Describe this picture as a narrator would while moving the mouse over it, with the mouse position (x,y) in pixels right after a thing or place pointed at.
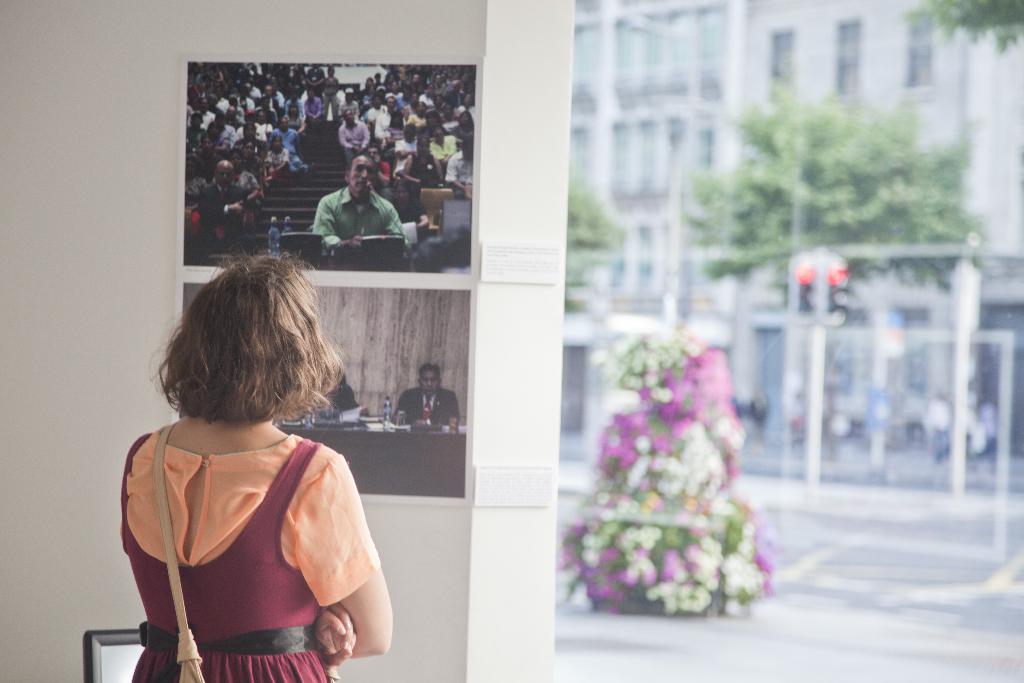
In this image, we can see a lady (217,461) wearing bag (180,622) and in the background (412,187), there are posters (412,187) on the wall (521,443) and we can see a frame (104,631).
